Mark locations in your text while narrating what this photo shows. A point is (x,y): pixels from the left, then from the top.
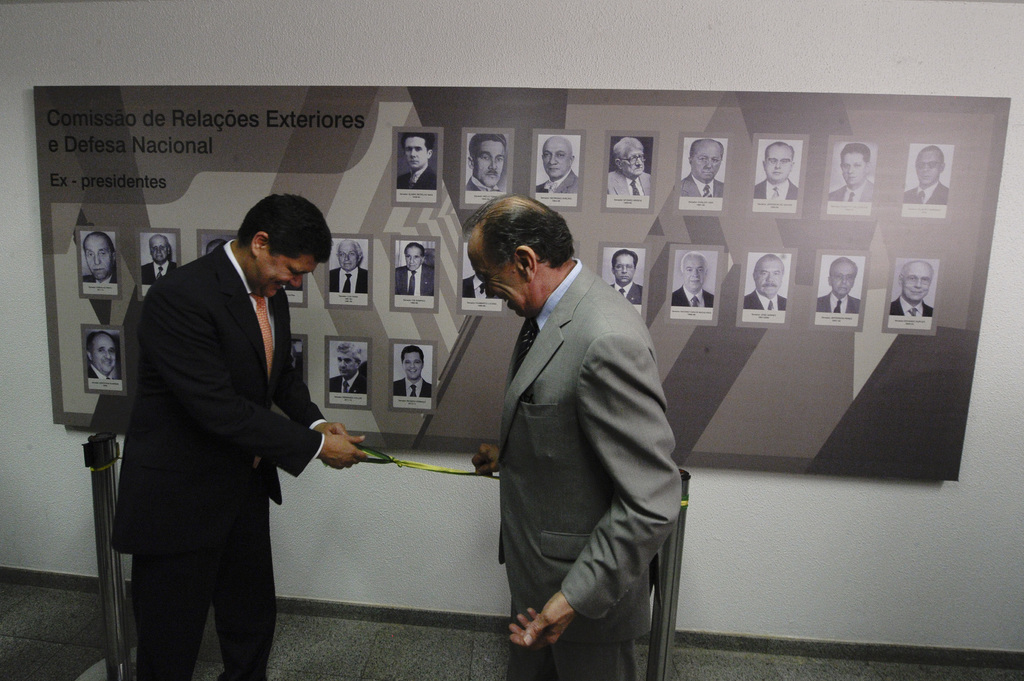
In this picture there are two men (476,464) standing and smiling and holding a ribbon (460,473) and we can see stands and floor (57,617). In the background of the image (763,71) we can see banner (246,153) on the wall (299,60).
